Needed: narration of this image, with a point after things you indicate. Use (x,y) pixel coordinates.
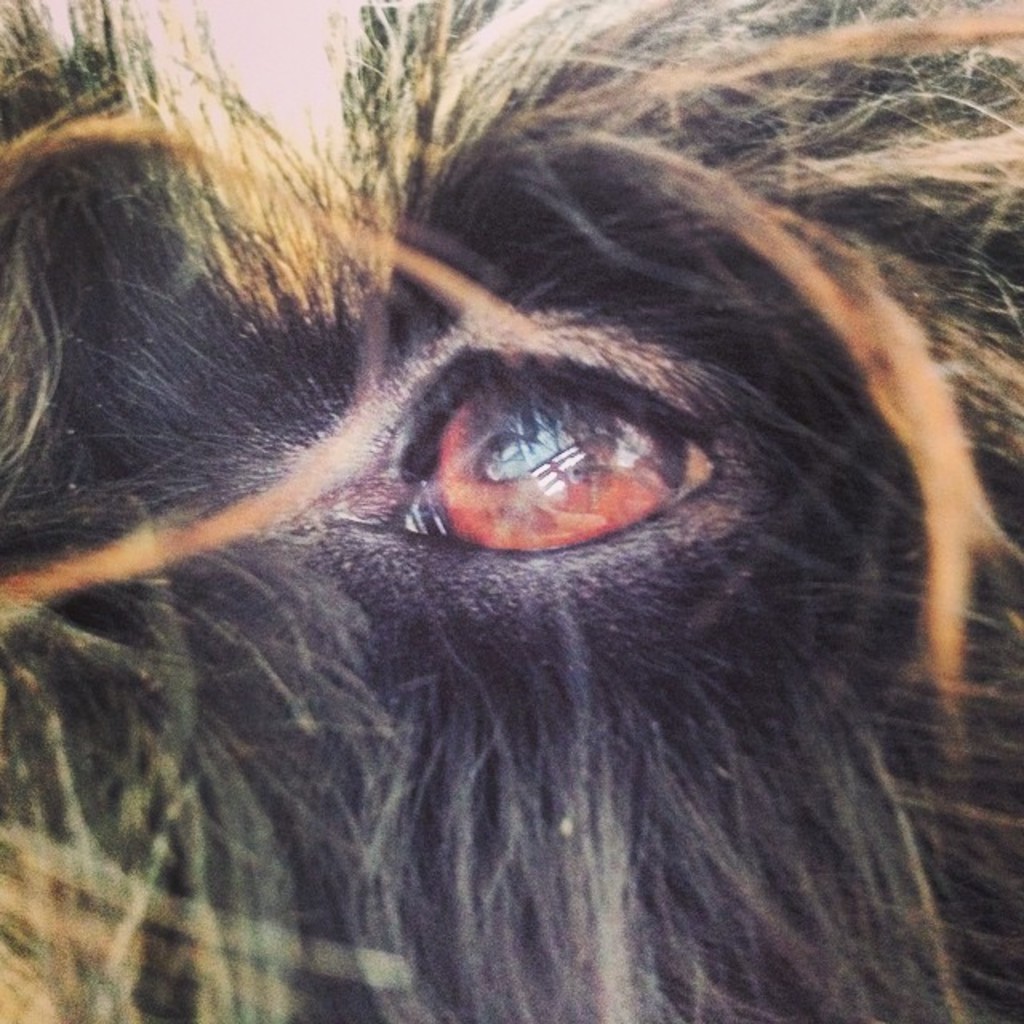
In the foreground of this picture (520,461), there is an eye (645,459) of an animal (565,150) and we can also see the fur (489,115) around the eye (594,501).
